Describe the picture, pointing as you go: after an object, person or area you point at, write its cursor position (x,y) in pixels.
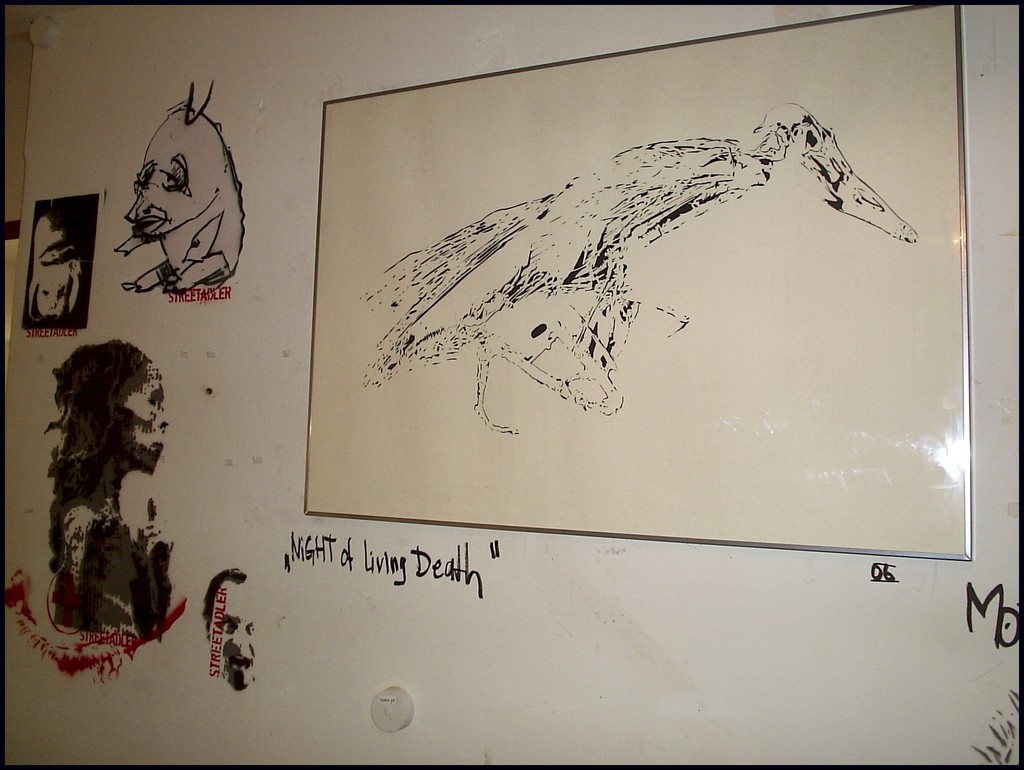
In this image we can see paintings (146,541), and text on the wall (593,681), also we can see the photo frame (621,272) on the wall (1002,550).
